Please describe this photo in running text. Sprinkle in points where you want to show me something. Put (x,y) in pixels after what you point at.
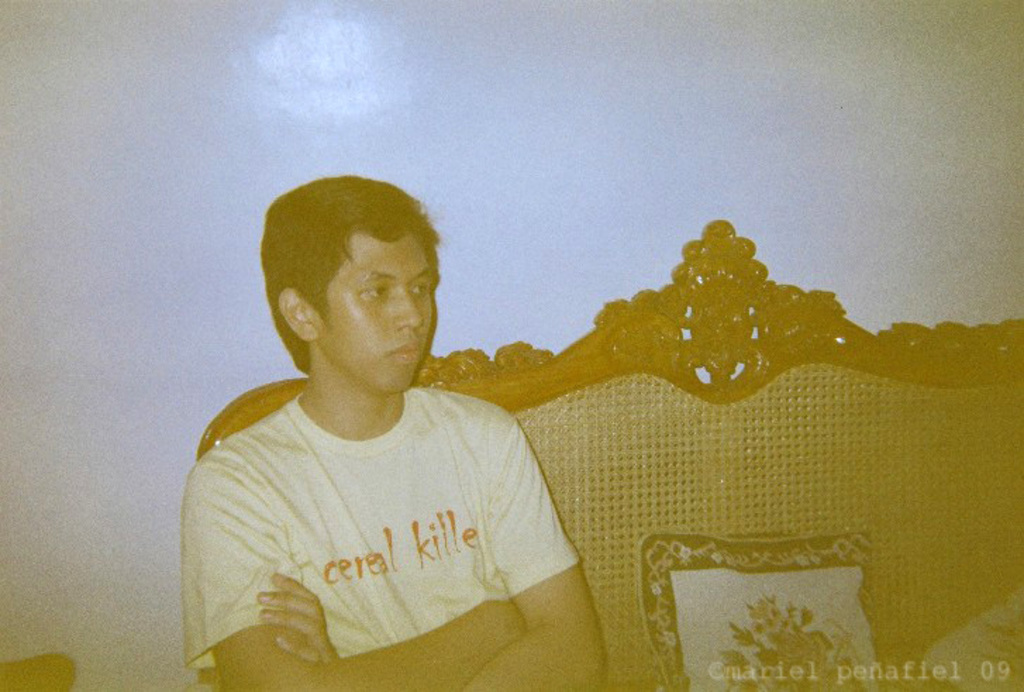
In this image there is a man (466,477) sitting on a sofa (650,468) and there is a cushion (796,622) on the sofa (792,531) which is on the right side of the person (464,588).
